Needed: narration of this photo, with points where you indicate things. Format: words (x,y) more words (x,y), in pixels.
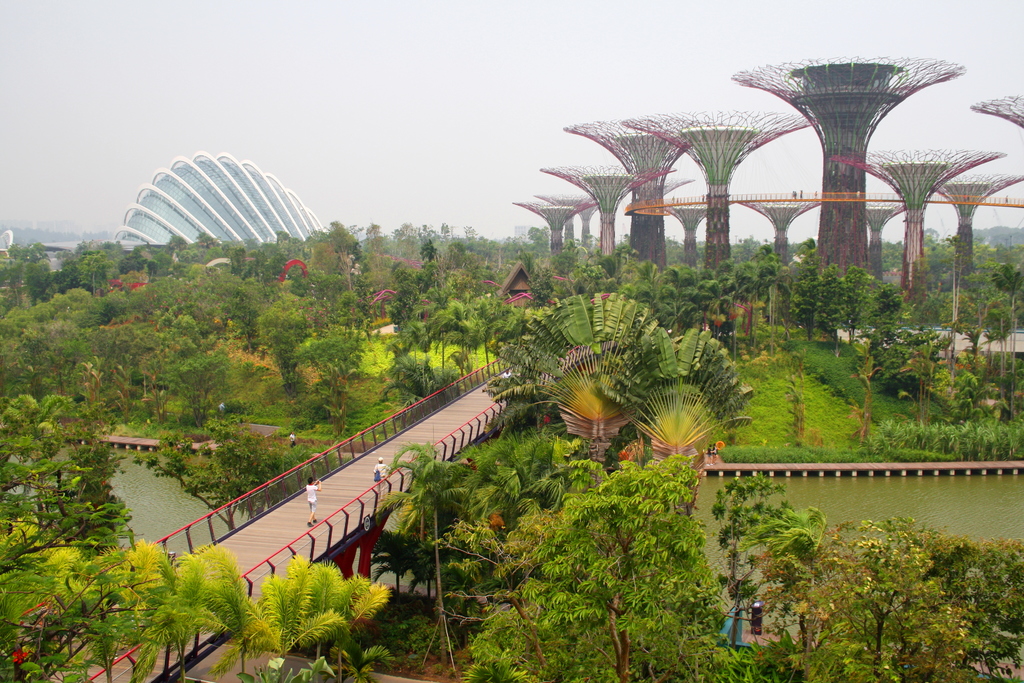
In the picture i can see garden area (347,418) in which there are some trees (318,631), plants (583,341), bridge (269,538), some persons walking through the walkway (362,472), there is clear sky (349,193).
